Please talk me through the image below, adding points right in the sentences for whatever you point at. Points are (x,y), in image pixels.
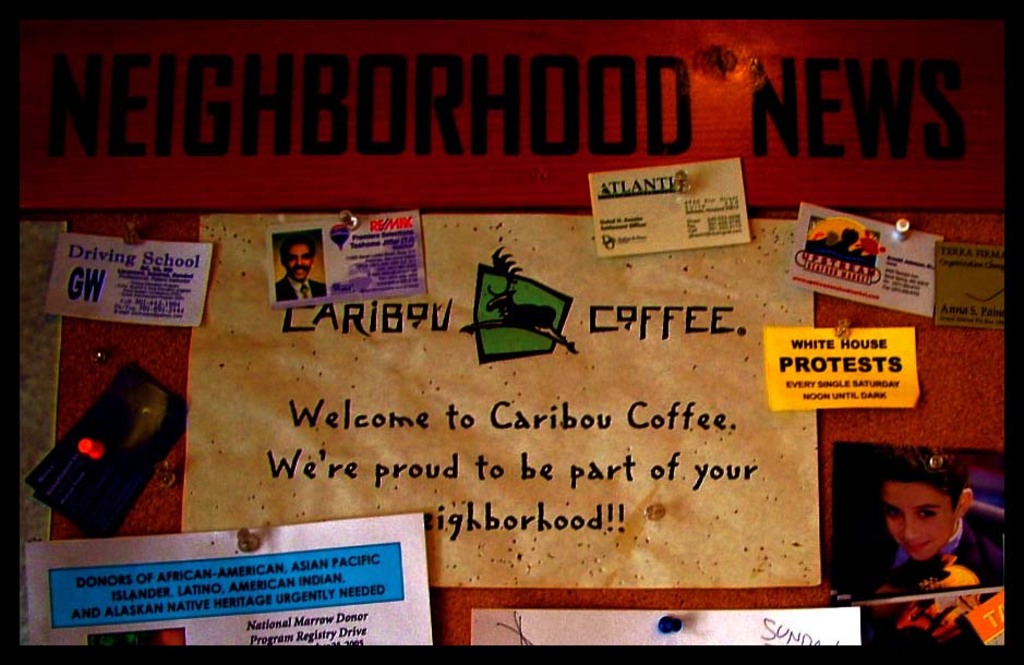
This is a poster (436,334). In that there are many things (695,233) pasted. On the right side (894,507) there is a photo (894,518) of a person (911,548). And many things (484,414) are written on that poster (446,420).
